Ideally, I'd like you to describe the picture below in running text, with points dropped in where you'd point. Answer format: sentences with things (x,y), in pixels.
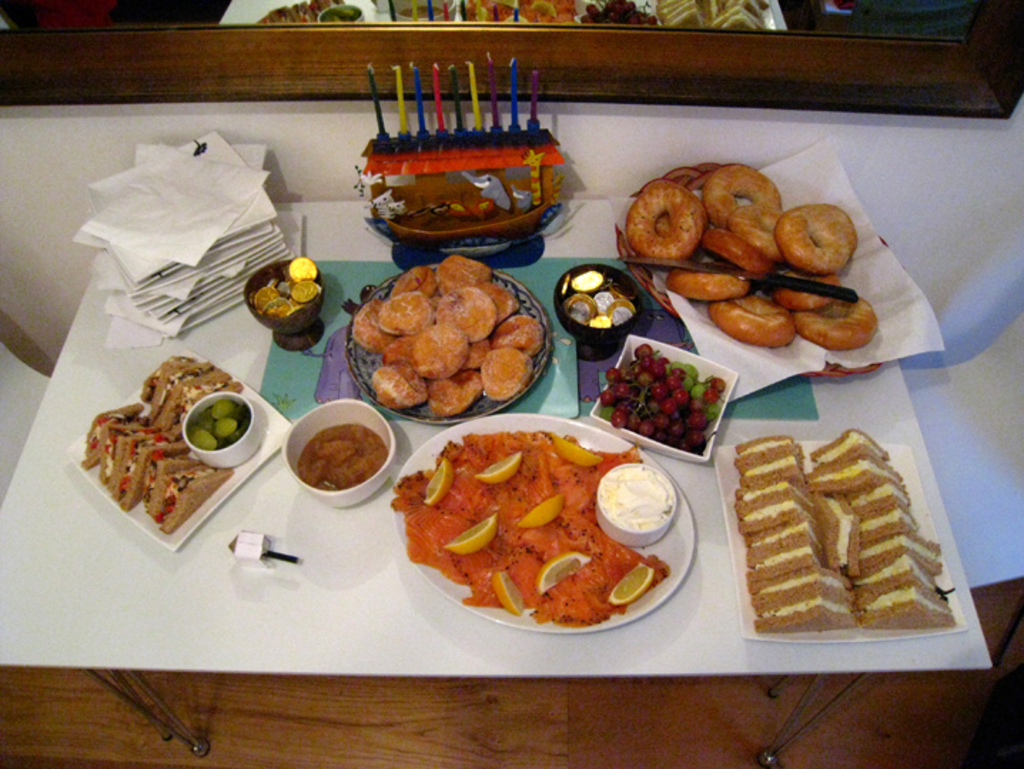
In this picture we can see a table (343,605) in the front (648,639), there are some plates (490,361), bowls (343,489), tissue papers (206,257) present on the table (400,433), we can see some food (741,284) in these plates (458,400) and bowls (350,414), there are candles (441,103) here, we can see soup (369,451) in this bowl (332,416).
